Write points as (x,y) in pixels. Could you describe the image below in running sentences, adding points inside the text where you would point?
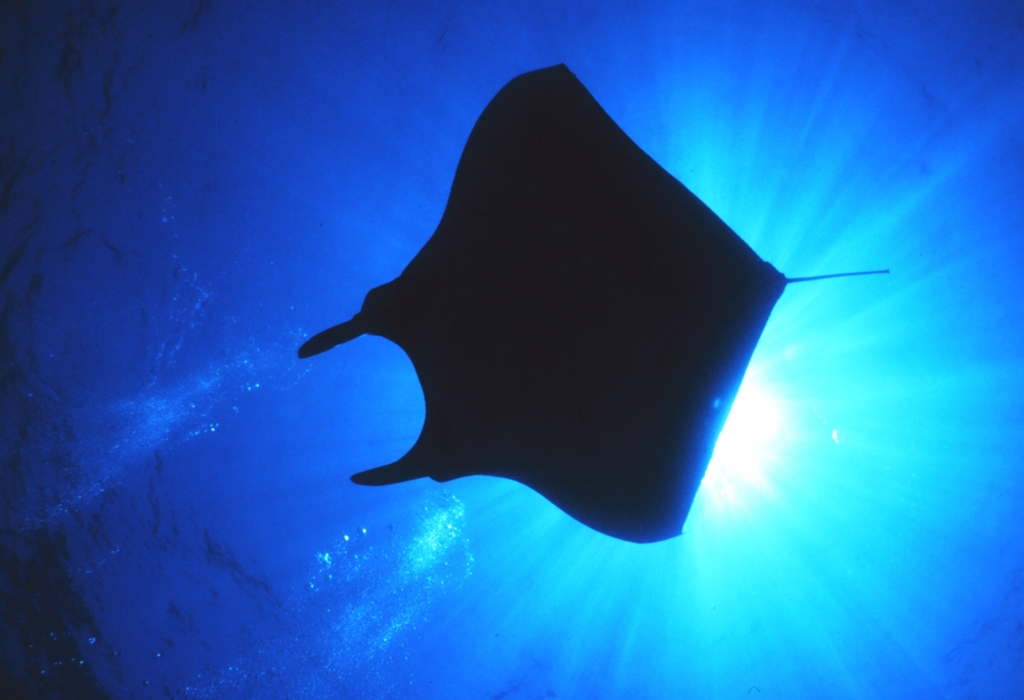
In the picture we can see in the water (696,625) with a fish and the water (569,568) is blue in color.
